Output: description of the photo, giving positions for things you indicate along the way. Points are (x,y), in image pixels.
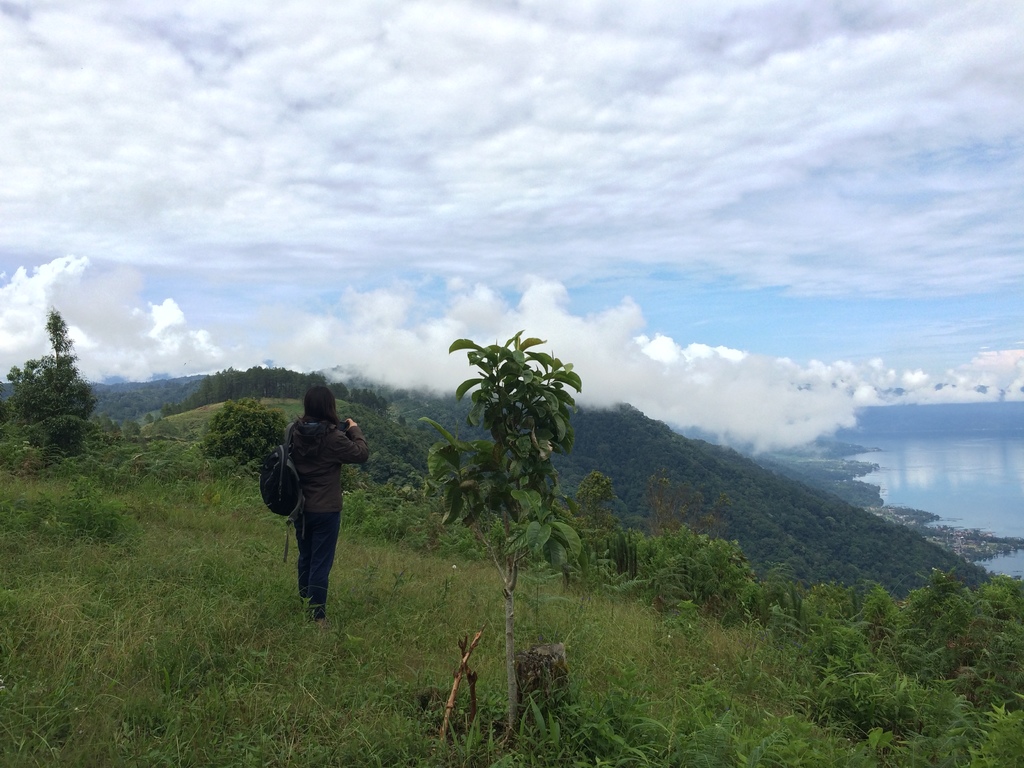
There is a person (312,407) standing and wearing bag (282,442). We can see grass (392,572) and plants (401,511). In the background (48,399) we can see trees (48,399), water (1000,451) and sky (685,233) is cloudy.
